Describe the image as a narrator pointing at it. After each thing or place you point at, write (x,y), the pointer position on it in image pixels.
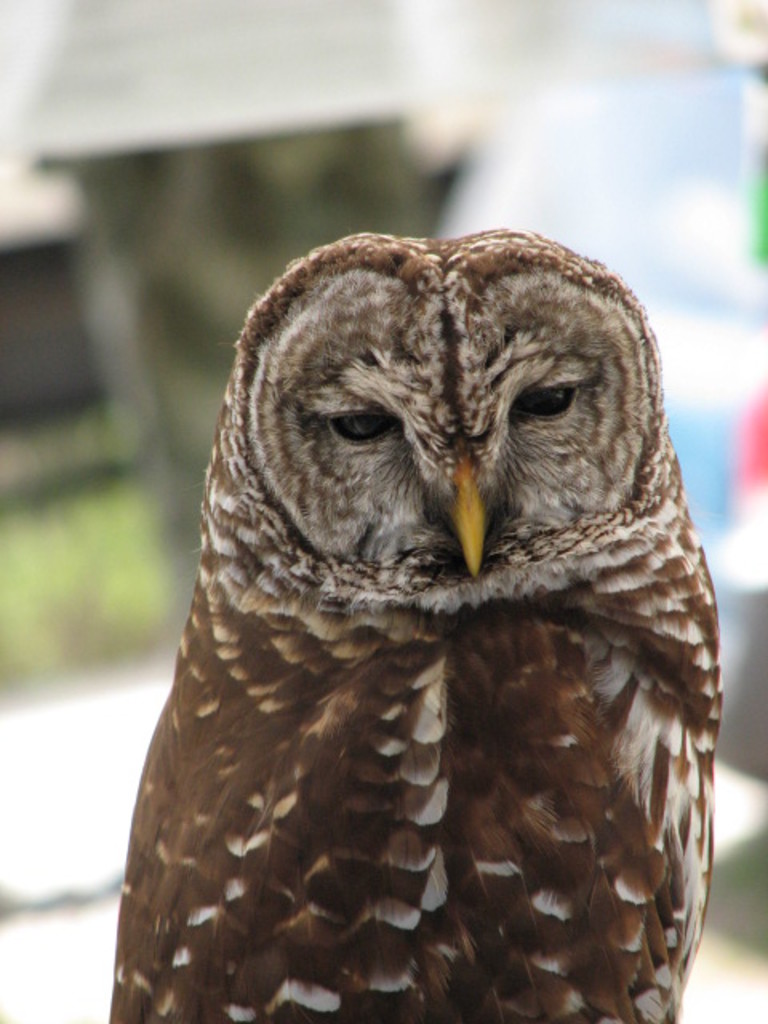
In the image there is an owl (335,592) standing in the front (317,663) and the background (315,106) is blurry.
